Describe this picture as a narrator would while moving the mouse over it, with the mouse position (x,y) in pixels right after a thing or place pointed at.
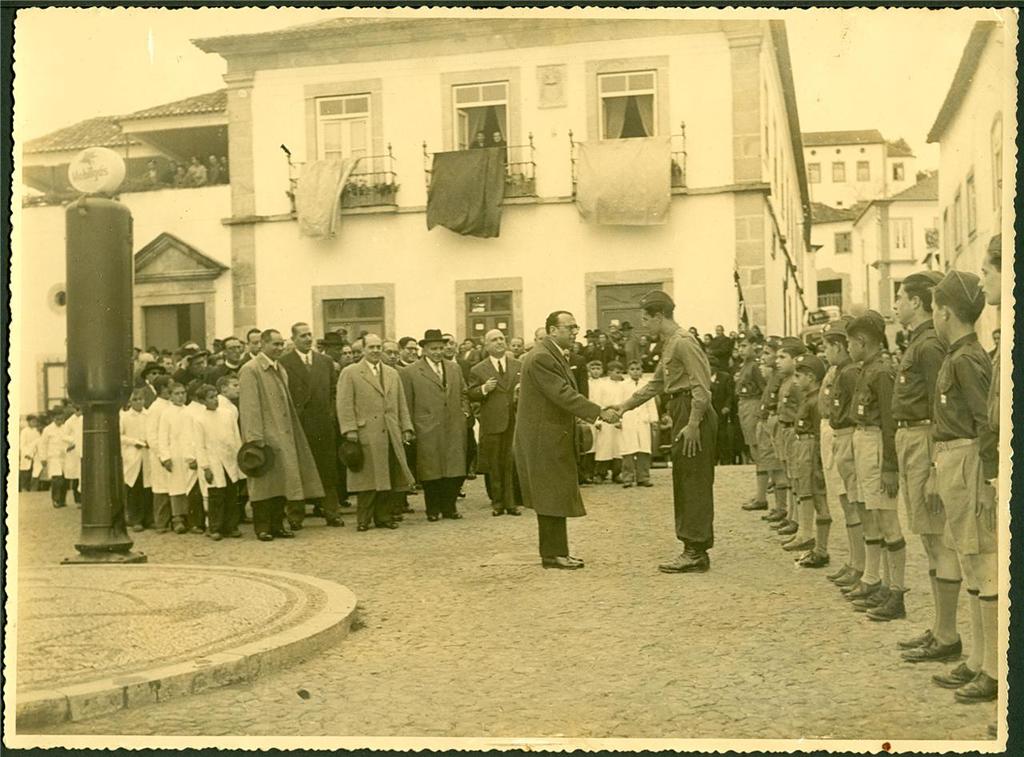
This image is taken on a photograph. This image is a black and white image. At the bottom of the image (356,639) there is a floor (456,587). In the background (971,267) there are a few buildings (570,247) with walls (288,264), windows (600,108), doors (153,328) and roofs (116,130). In the middle of the image (660,291) many people (39,425) are standing on the floor (49,520). On the right side of the image (919,349) little soldiers (780,473) are standing. On the left side of the image (113,160) there is a pole (125,265) with a street light (86,162).
